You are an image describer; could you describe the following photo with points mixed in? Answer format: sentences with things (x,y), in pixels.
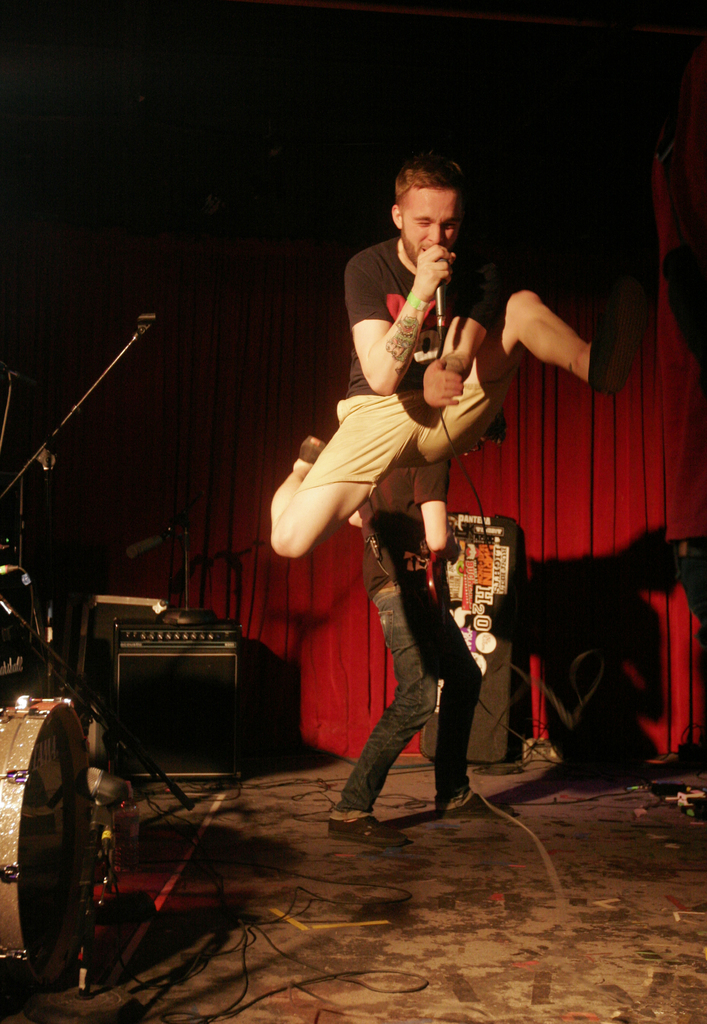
In this image there are musical instruments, wires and in the front (405,401) there is a person (393,415) performing stunt holding a mic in his hand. In the center (412,657) there is a person (412,657) standing. In the background (513,397) there is a curtain (551,435) which is red in colour.
